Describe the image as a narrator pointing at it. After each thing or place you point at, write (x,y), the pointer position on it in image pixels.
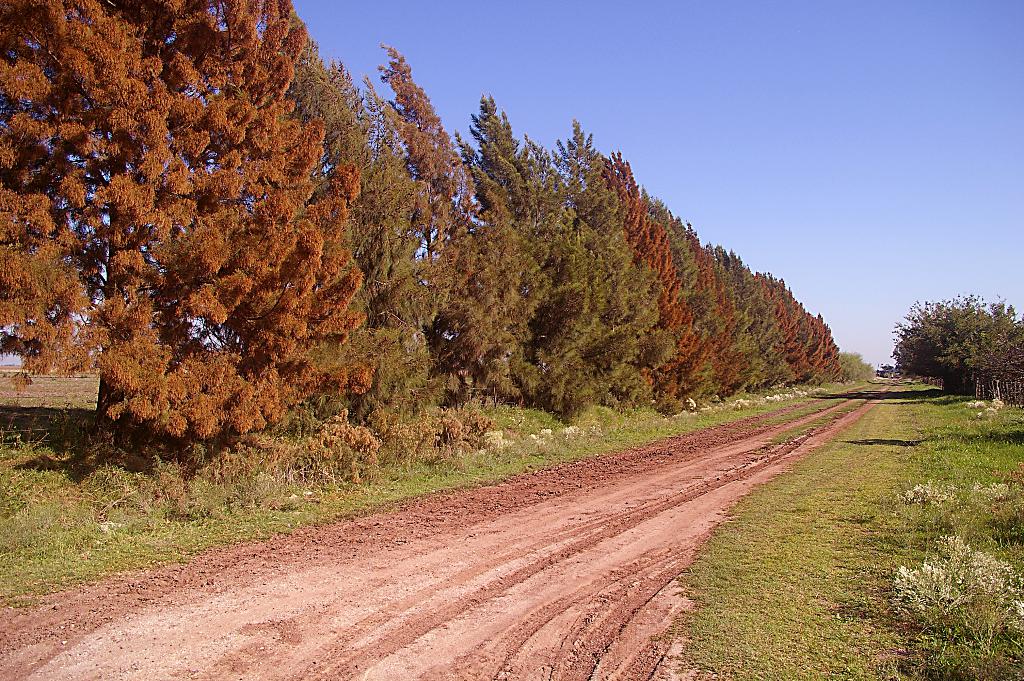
These are the trees (334,348) with the branches (383,315) and leaves (611,360). I can see the small plants (948,617). This looks like a road (627,566).
